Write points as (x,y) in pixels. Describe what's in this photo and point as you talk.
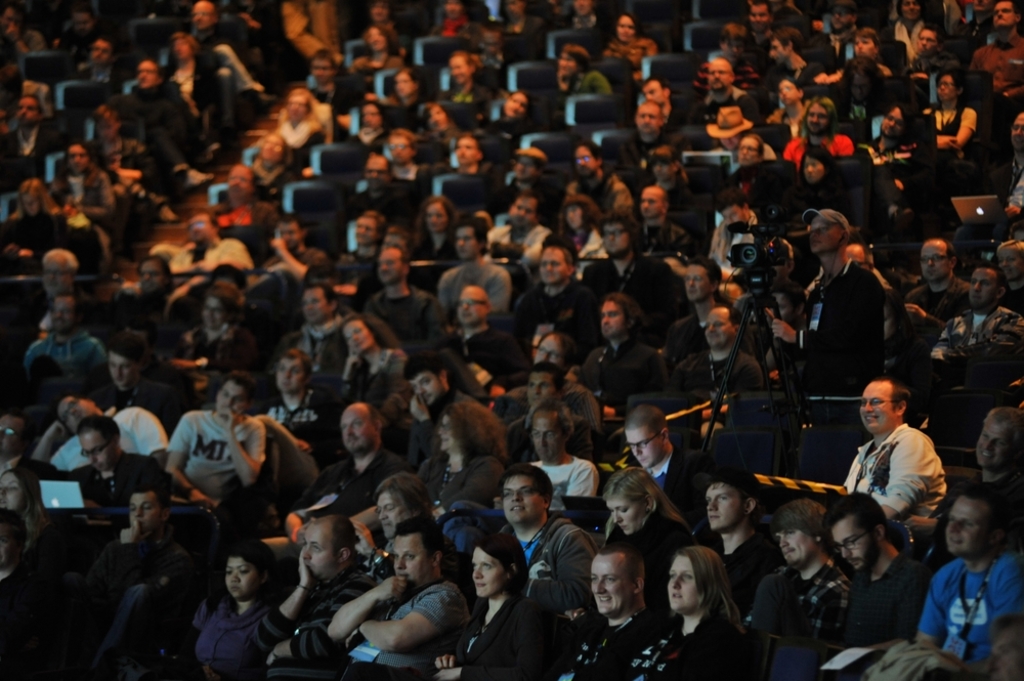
In this image, we can see there are many people (374,32) sitting on the chairs (896,79), and on the left (76,472) one person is operating laptop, and on the right (750,221) there is a camera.
